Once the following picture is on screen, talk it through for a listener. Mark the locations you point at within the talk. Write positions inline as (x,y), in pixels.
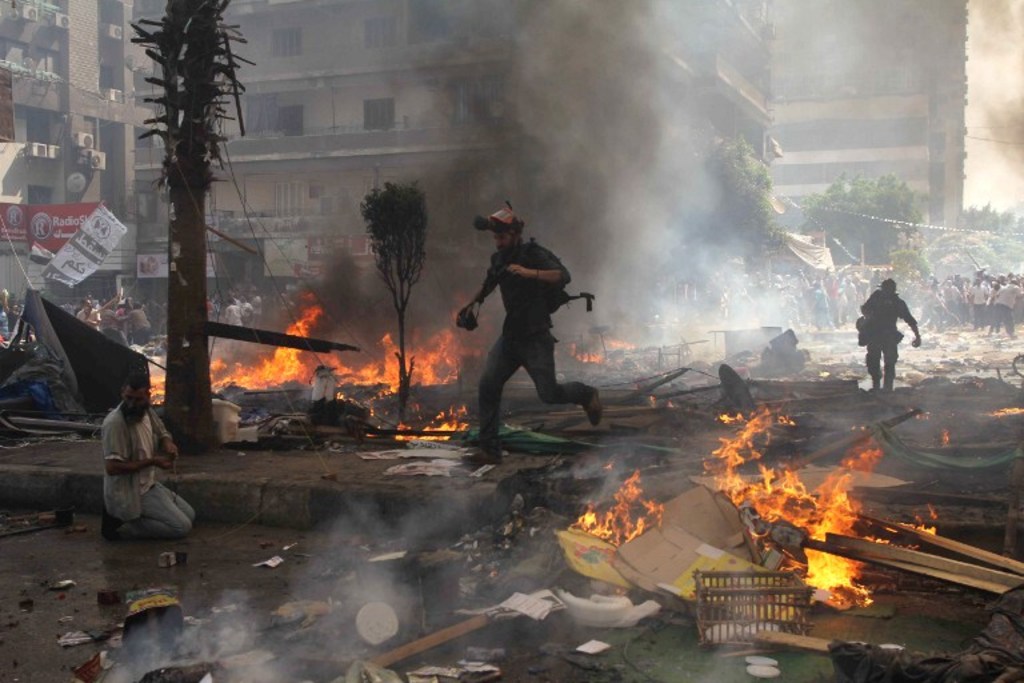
In this image I can see number of people (994,307), fire (944,446), number of trees (745,164), few buildings (802,131) and smoke (488,139). On the left side of this image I can see number of boards (13,212) and on it I can see something is written. In the front (862,510) I can see number of stuffs (562,426) on the ground (733,679).
